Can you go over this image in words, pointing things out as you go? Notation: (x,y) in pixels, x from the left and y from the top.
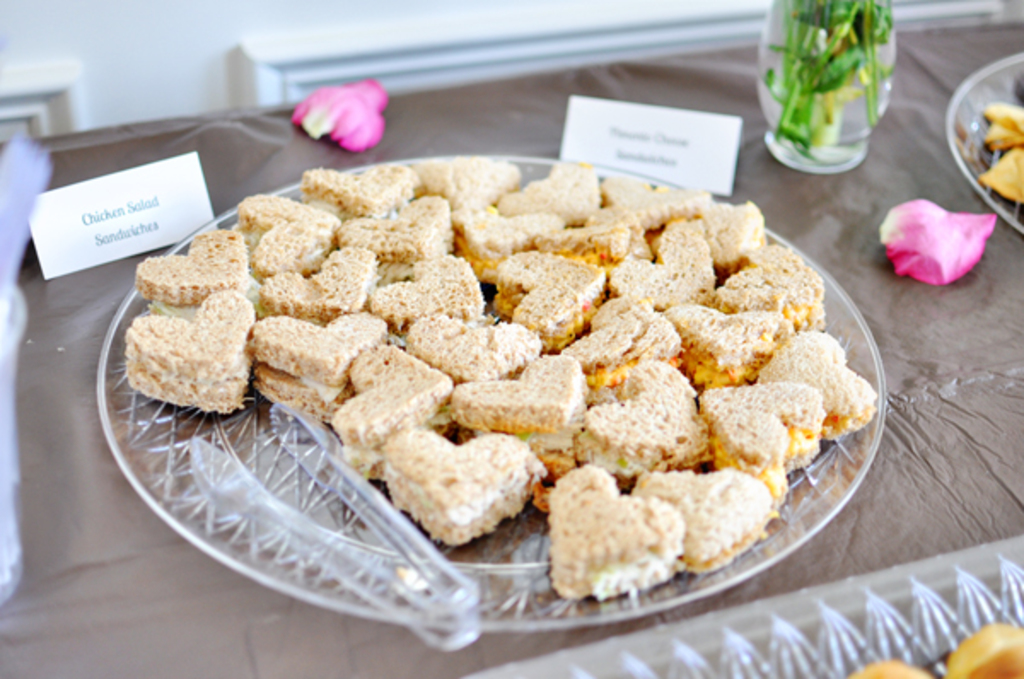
In this image we can see a table (785,567). On the table (785,567) there is a plate (251,432) of snacks (481,404), beside this plate (764,226) there is a pot (846,77) and another plate (955,131) and there is a nameplate (675,137) and rose petals (375,111).
